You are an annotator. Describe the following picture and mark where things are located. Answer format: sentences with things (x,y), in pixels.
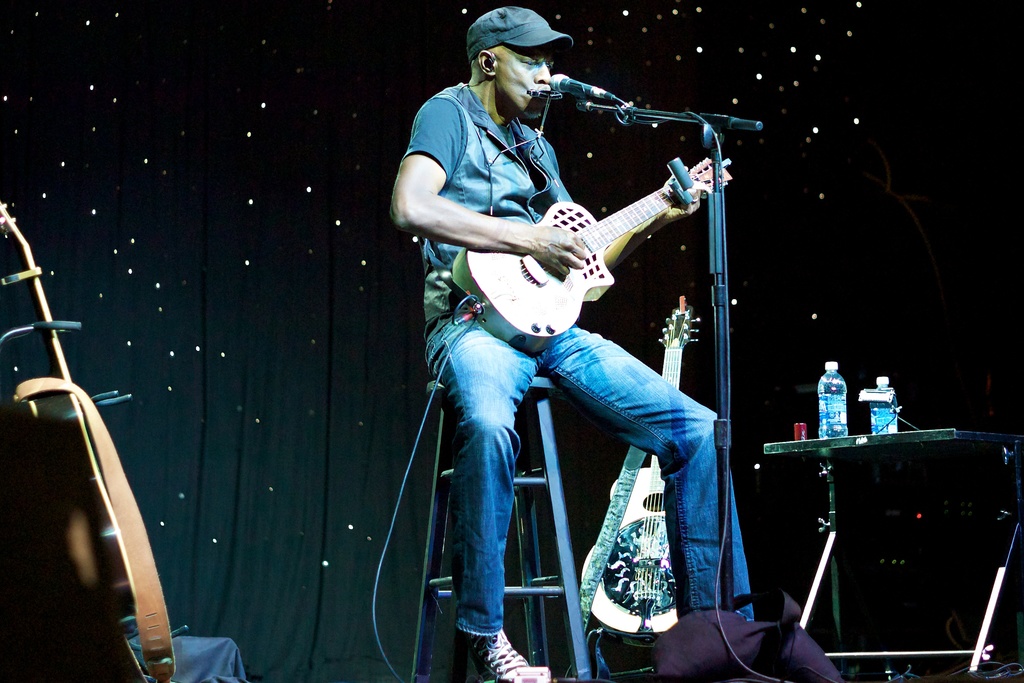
In this image I can see a man (463,343) sitting on a stool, playing a guitar (599,228) and also it seems like he's singing a song. There is a mike stand (672,110) in front of this person (527,107). On the right side of the image (918,445) there is a small table (924,444) and two bottles (846,414) are there on it. On the left side (92,470) I can see a guitar (106,498). In the background (284,557) I can see a black color curtain (271,502).
